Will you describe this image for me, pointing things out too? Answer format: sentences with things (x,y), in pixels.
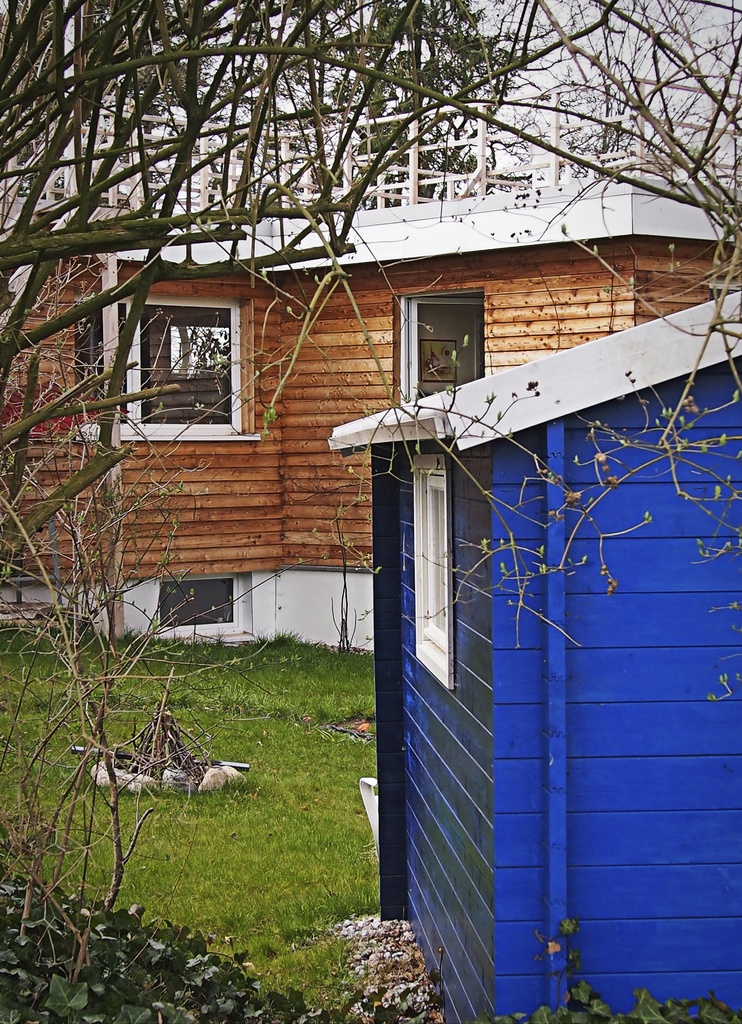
In this picture I can see there are two buildings (475,721) and they have windows (417,608). There is grass (243,810) on the floor (191,798) and there are plants (33,810) and trees (146,202), the sky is clear.
